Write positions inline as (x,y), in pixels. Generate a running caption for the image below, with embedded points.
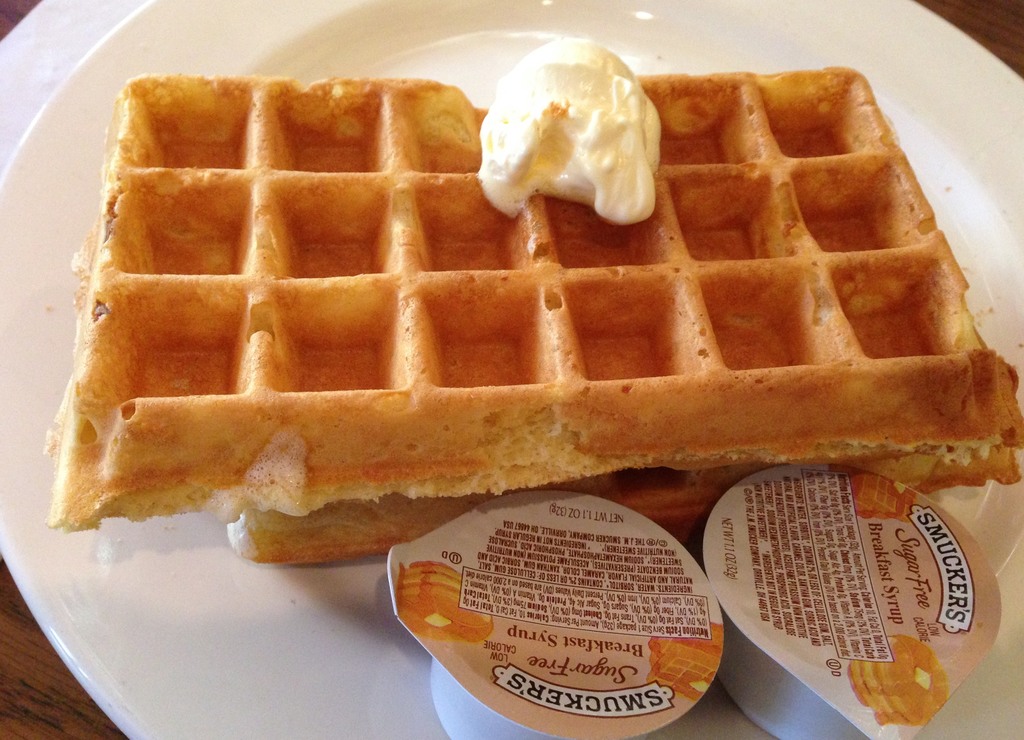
In this image I see the white plate (300,32) on which there are waffles (520,302) and I see the white cream (604,157) over here and I see 2 cups (636,589) and I see something is written on these 2 cups (654,581) and this white plate (112,525) is on the brown color surface (983,11).
